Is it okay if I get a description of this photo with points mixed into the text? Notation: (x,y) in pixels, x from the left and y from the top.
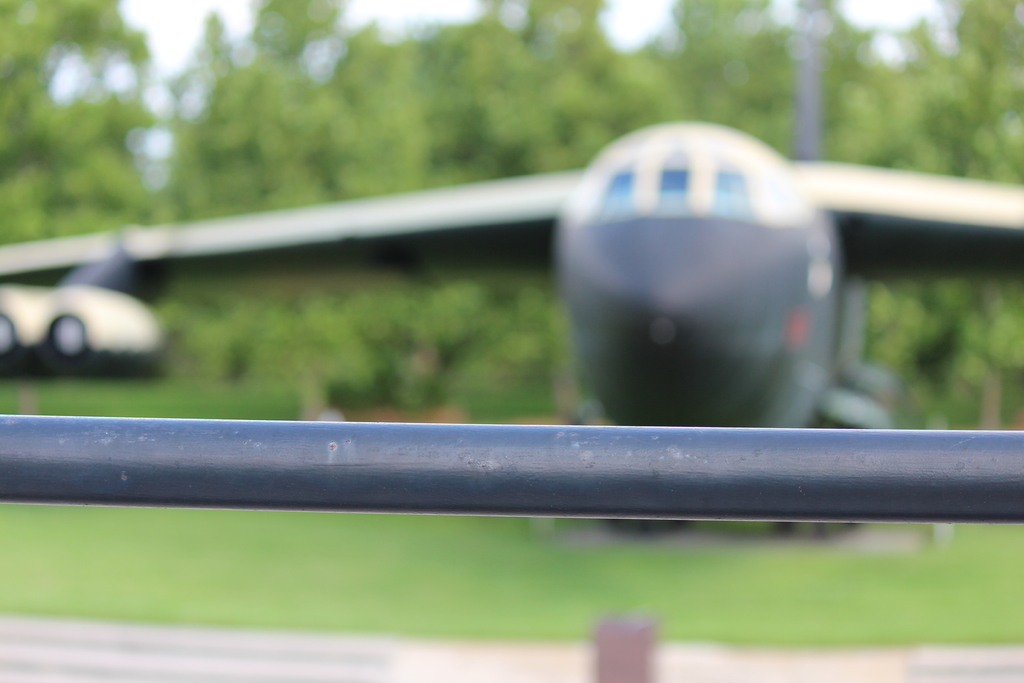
There is a road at the bottom of this image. We can see an airplane (642,349) in the middle of this image (657,340) and there are trees (562,122) in the background (243,136).
